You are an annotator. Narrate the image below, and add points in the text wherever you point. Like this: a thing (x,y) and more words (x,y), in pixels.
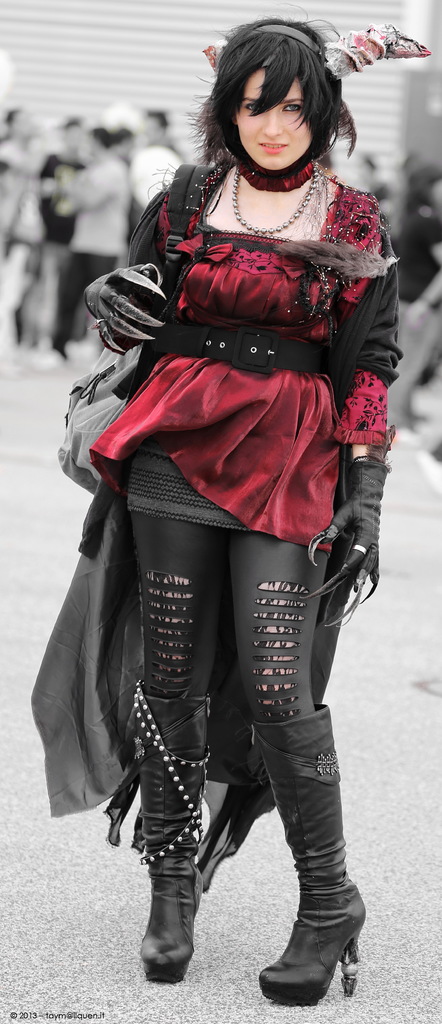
In this image I can see woman (261,488) is standing. She is wearing maroon and black color dress (256,429). We can see black boots (315,946), headwear (386,42) and chain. Back Side I can see few people (79,190).
